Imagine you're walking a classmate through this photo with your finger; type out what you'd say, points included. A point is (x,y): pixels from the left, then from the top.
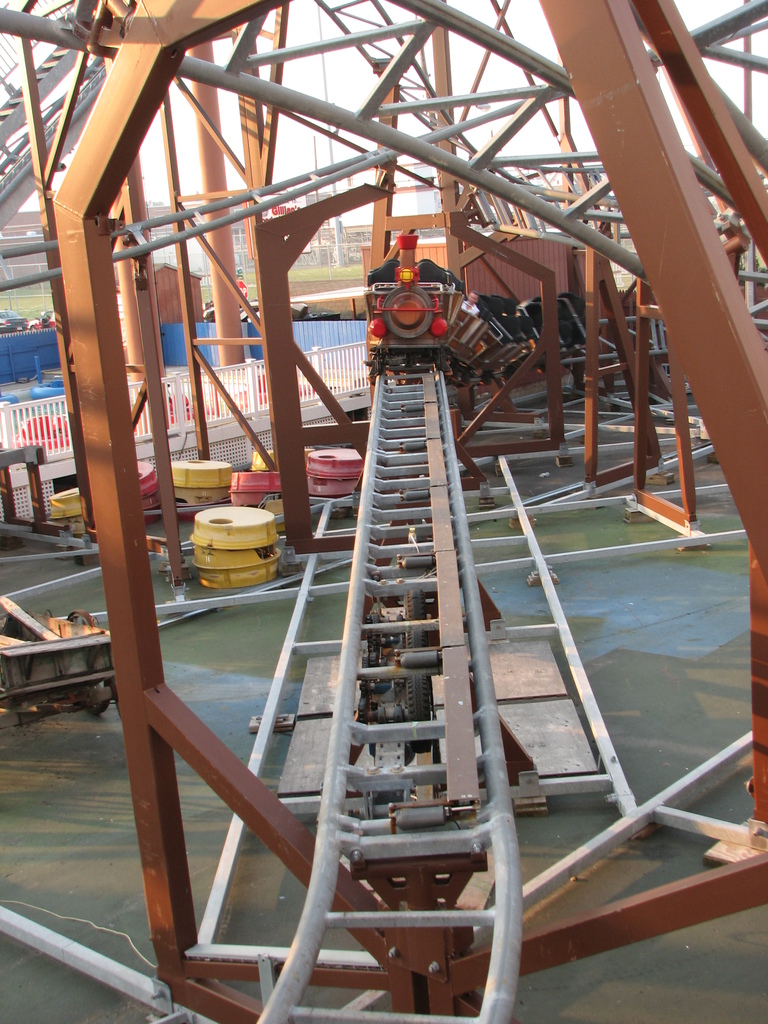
In this picture we can see a train (423,351) on a railway track (451,844), boxes (347,456), rods (133,577), fences (220,424), shed (180,291), vehicles (45,327), grass (319,267), buildings (12,223) and some objects (291,206) and in the background (326,65) we can see the sky (286,159).
